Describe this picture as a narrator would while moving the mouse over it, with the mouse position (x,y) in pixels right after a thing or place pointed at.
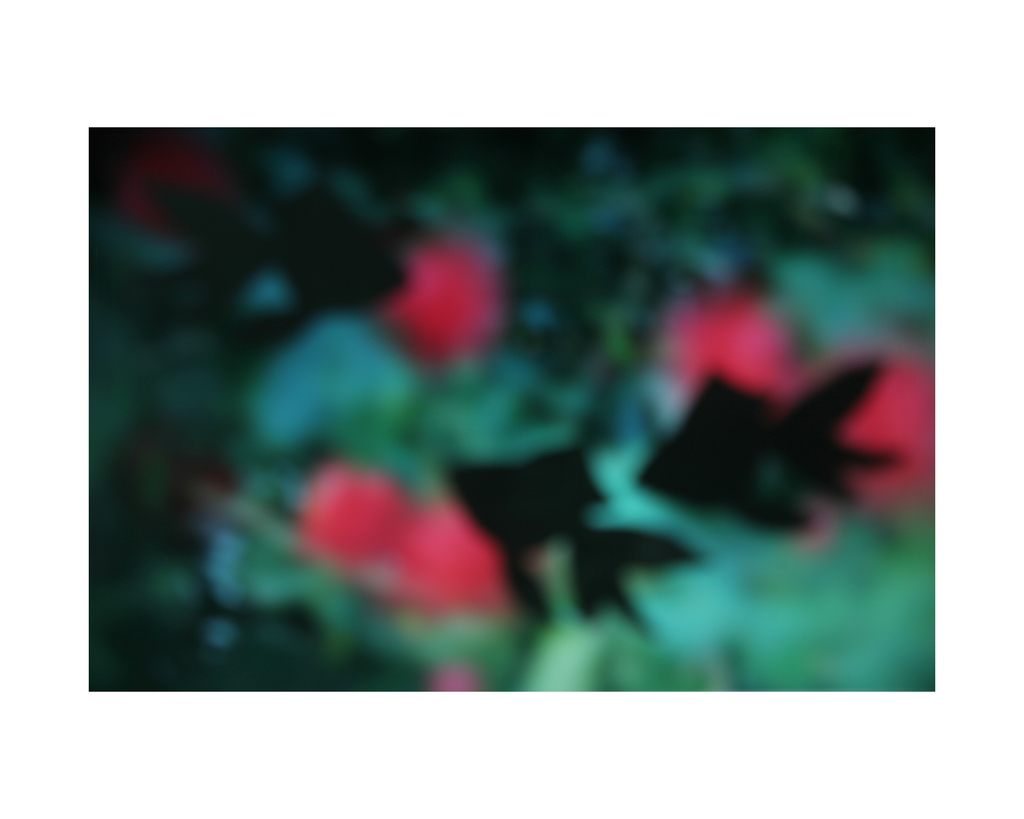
This is a blur image. In this image leaves (577,505) and few red color objects (720,359) are visible.
